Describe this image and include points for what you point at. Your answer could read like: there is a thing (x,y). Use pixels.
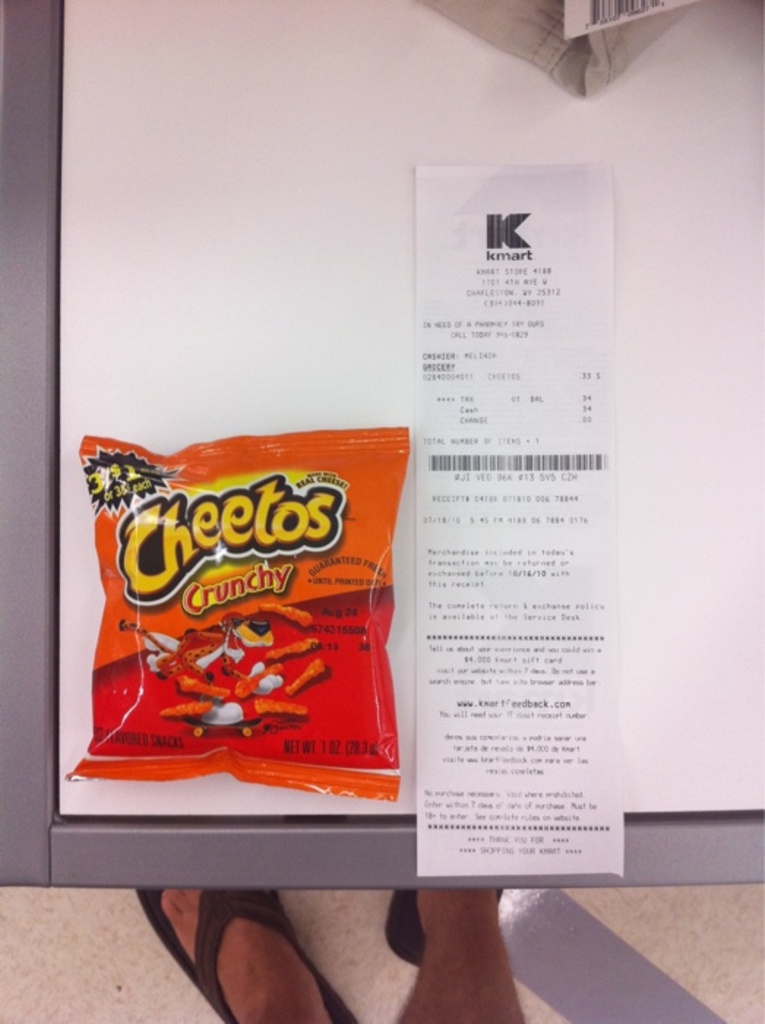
In the image there is a snacks packet (259,542) and a bill (457,747) kept on a white surface (257,281) of a table (183,791) and there are two legs (447,951) of a person (397,948) visible in the image.
